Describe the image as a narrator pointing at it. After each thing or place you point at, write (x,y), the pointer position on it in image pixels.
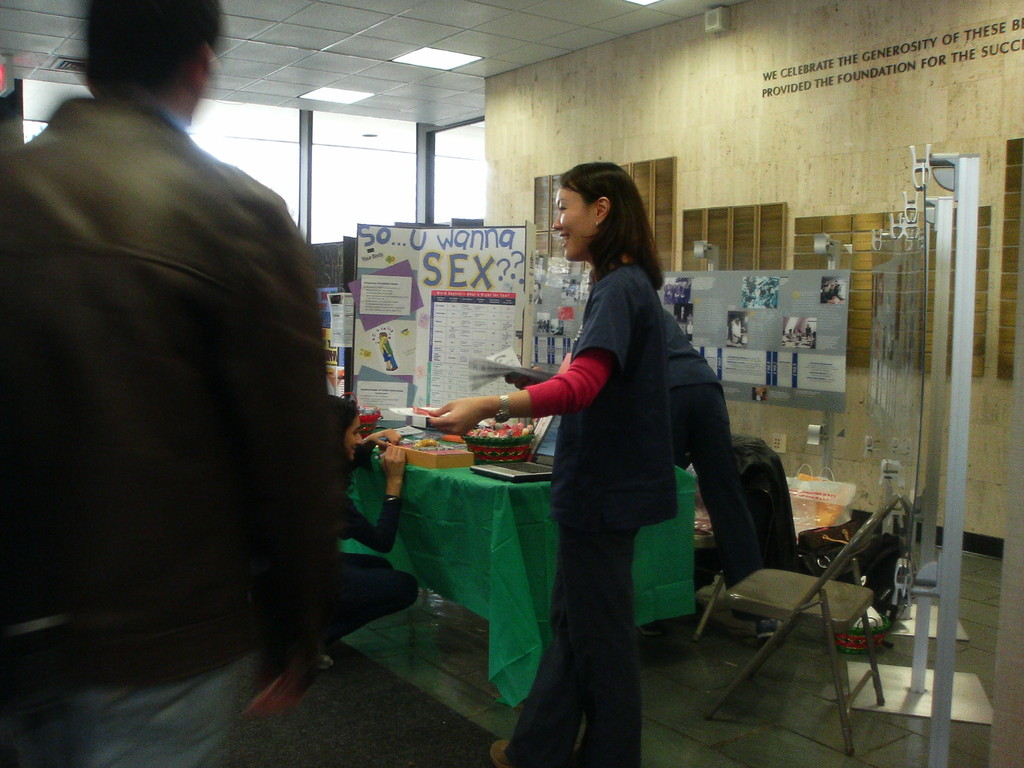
In the foreground of the image (173,415) there is a person (194,280) wearing a jacket (122,206). In the center of the image (563,495) there is a lady (550,747). There is a table (470,482) on which there are objects (420,443). In the background of the image (762,96) there is wall (585,74). There is a board (472,269) with some text (443,267). At the top of the image (354,63) there is ceiling (437,49) with lights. To the right side of the image (824,601) there is a chair (826,595). At the bottom of the image (806,760) there is floor (712,753).
